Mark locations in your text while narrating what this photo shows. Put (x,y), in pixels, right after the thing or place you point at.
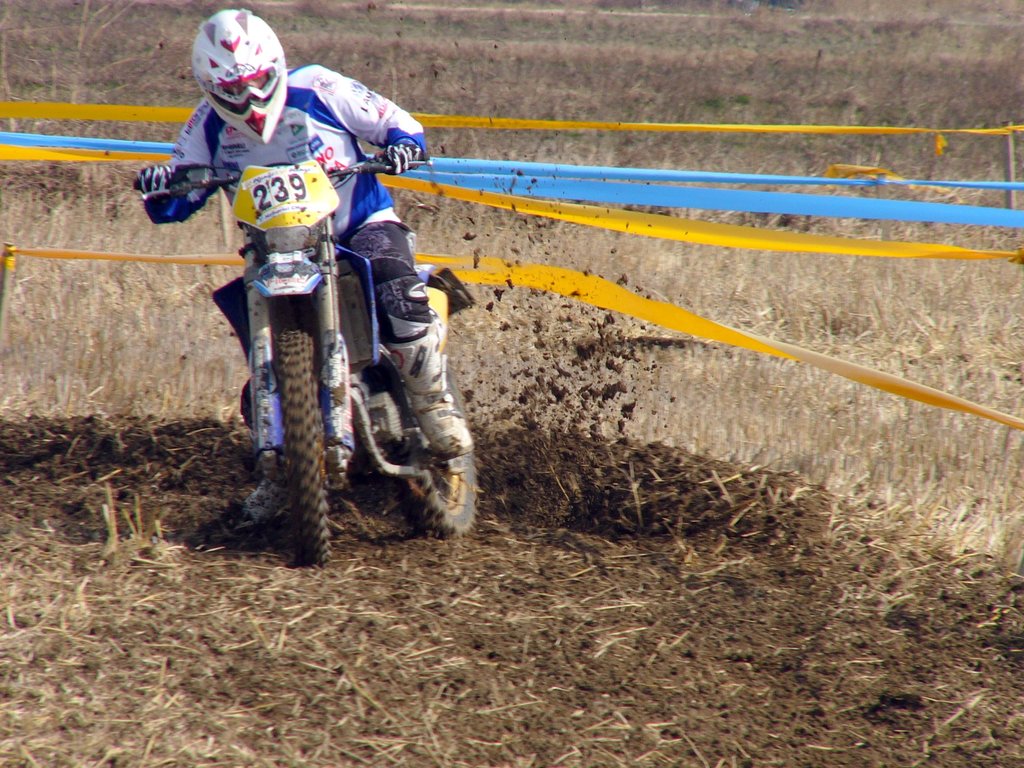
In this picture I can see a person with a motorbike (472,457), there are ribbons (755,231) tied to the wooden poles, and in the background (705,91) there is dried grass (535,77).
